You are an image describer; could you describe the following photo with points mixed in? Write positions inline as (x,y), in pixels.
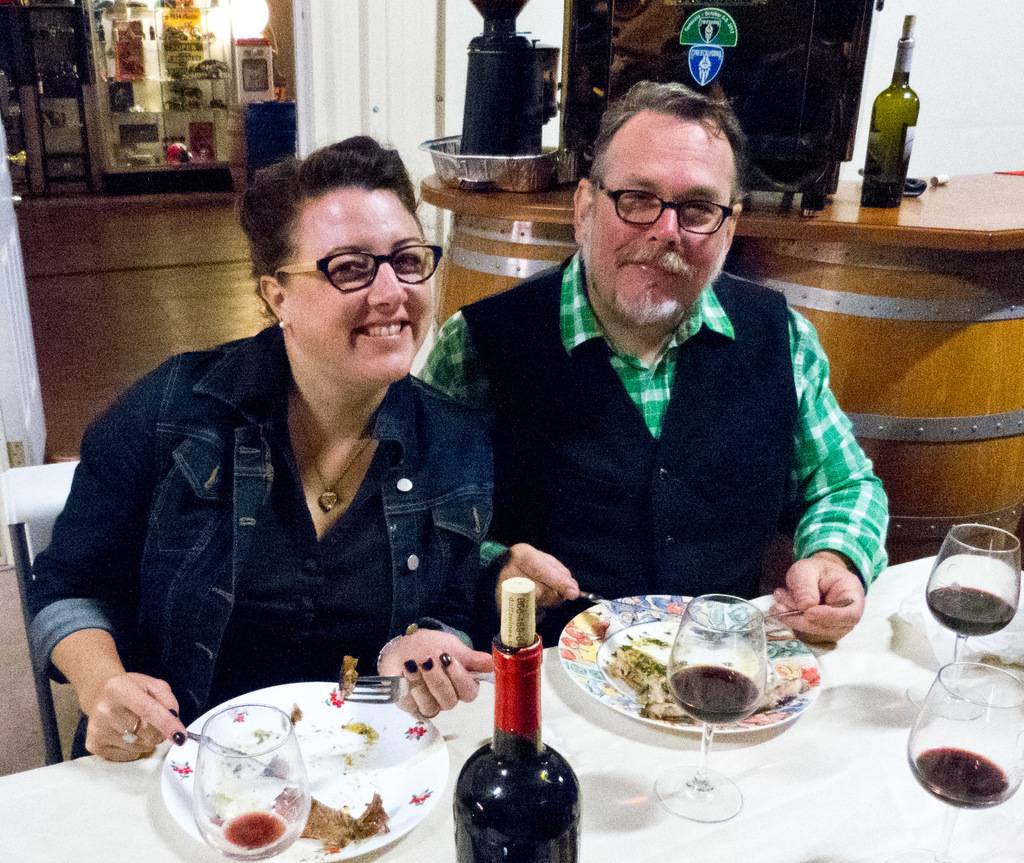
In this picture we can see a man (619,442) and woman (338,493), they are seated and they wore spectacles (389,261), in front of them we can find few plates (344,744), glasses (698,709) and a bottle (495,658) on the table (886,762), in the background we can see a light (266,27) and few things (214,98) in the racks (150,22), on the right side of the image (812,67) we can see a bottle (873,132) and other things (783,153) on the barrels (836,282).
